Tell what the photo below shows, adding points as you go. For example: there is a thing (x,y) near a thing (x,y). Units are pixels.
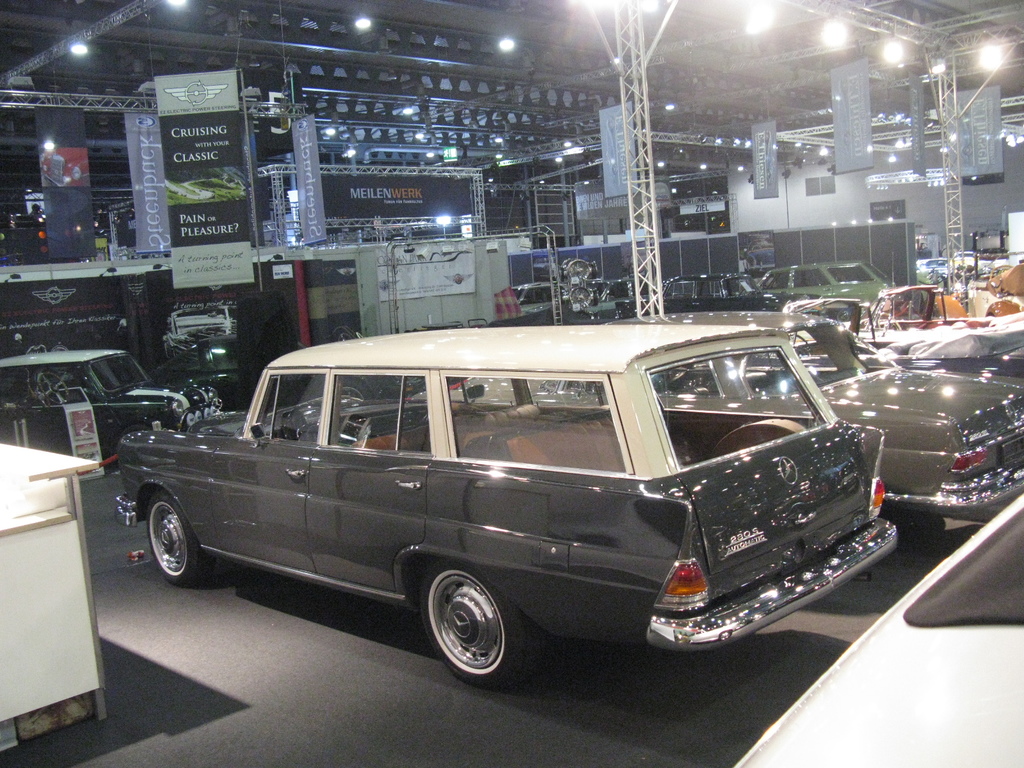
In this picture we can see the beams (900,134), banners (980,144), boards (421,211), lights (888,53), vehicles (941,350), objects (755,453) and the floor (293,738). On the left side of the picture (45,699) we can see a table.
